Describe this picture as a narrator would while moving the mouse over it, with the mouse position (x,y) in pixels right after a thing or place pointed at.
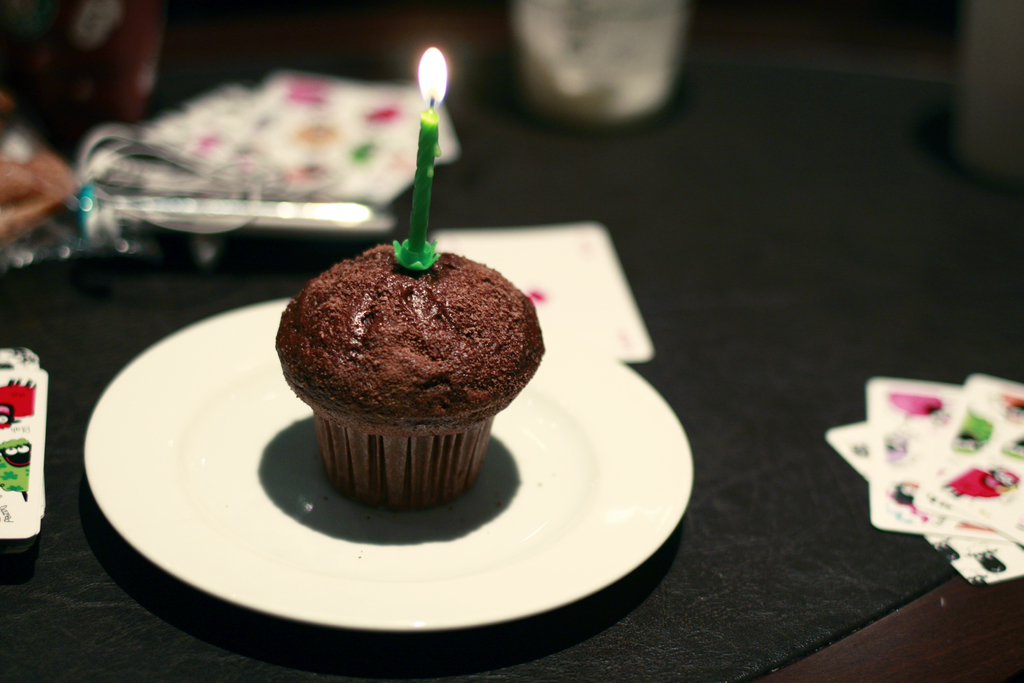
In this image I can see a plum cake (430,410) is on a white color plate (633,505). On the plum cake (388,316) I can see a candle (419,211). I can also see cards (931,396) and other objects (34,233) on a black color surface (704,636).
